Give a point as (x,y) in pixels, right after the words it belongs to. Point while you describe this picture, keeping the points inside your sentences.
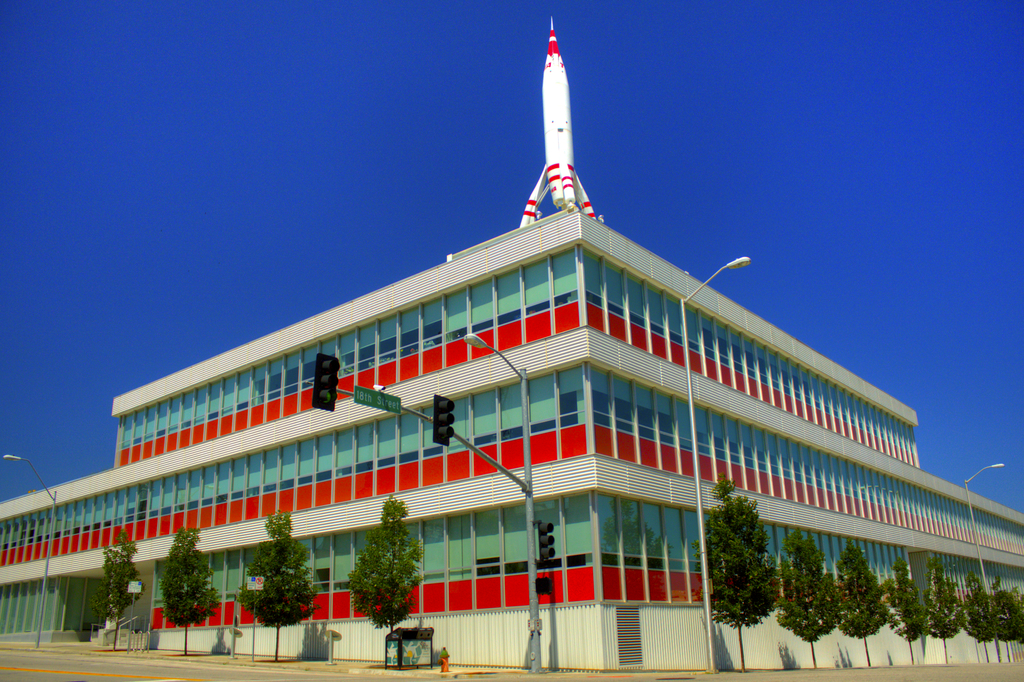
In this picture, we can see a building (566,444), and some object (554,29) on top of the building (605,382), we can see poles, lights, signal lights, board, ground (480,671), and some objects (426,642) on the ground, and we can see the sky (942,89).
